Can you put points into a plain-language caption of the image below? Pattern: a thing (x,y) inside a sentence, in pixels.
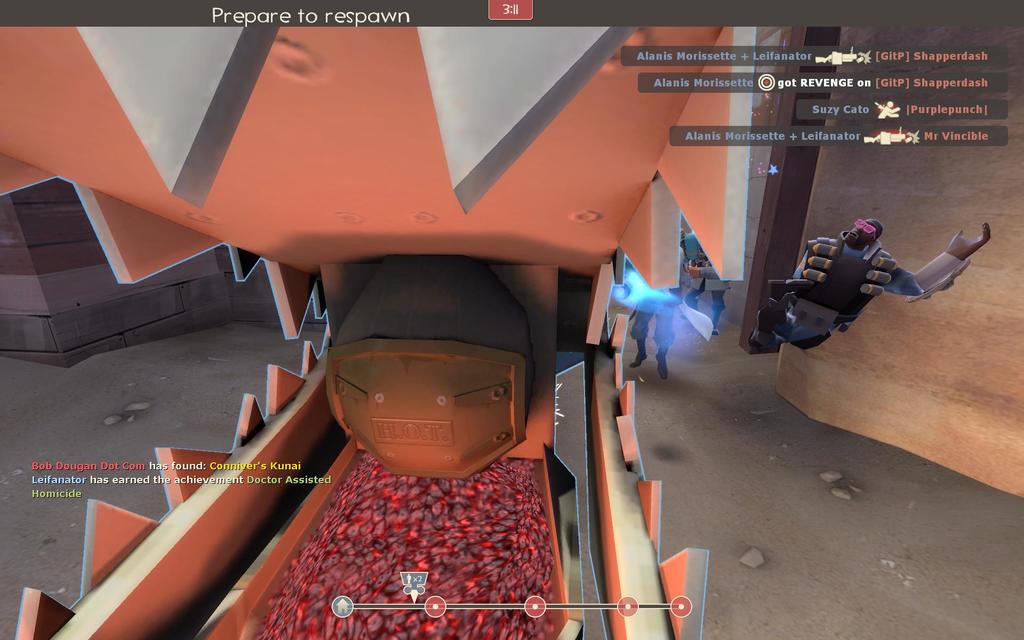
This image looks like it is animated. At the bottom (833,606), there is a floor (914,601). To the right (1002,237), there is a text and a wall (946,357). To the left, there is a text (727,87).
